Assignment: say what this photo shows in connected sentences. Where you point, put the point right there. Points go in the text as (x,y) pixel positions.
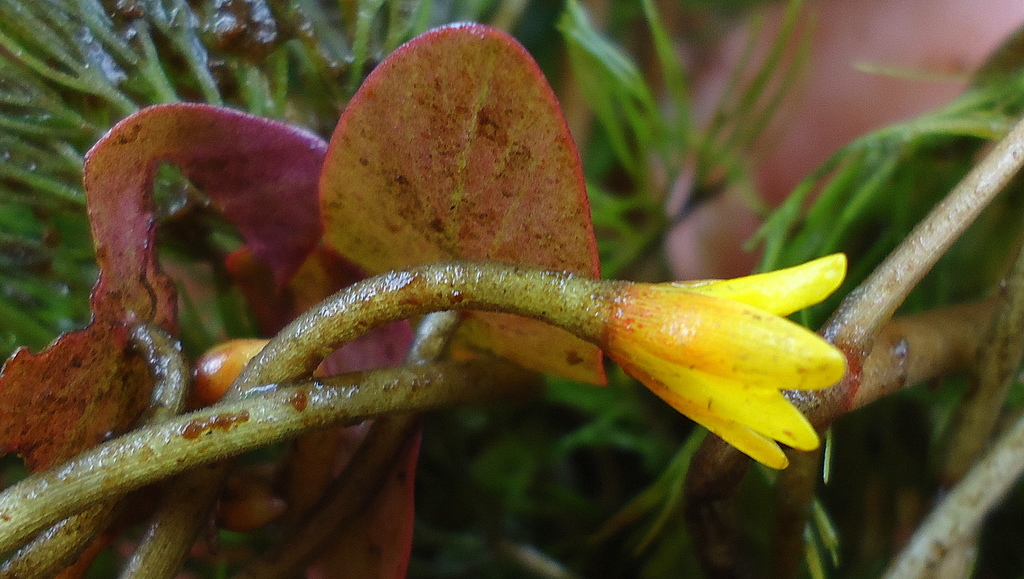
In this picture, I can see yellow color flower (678,328) with stem (363,303) and a tree (612,142).
